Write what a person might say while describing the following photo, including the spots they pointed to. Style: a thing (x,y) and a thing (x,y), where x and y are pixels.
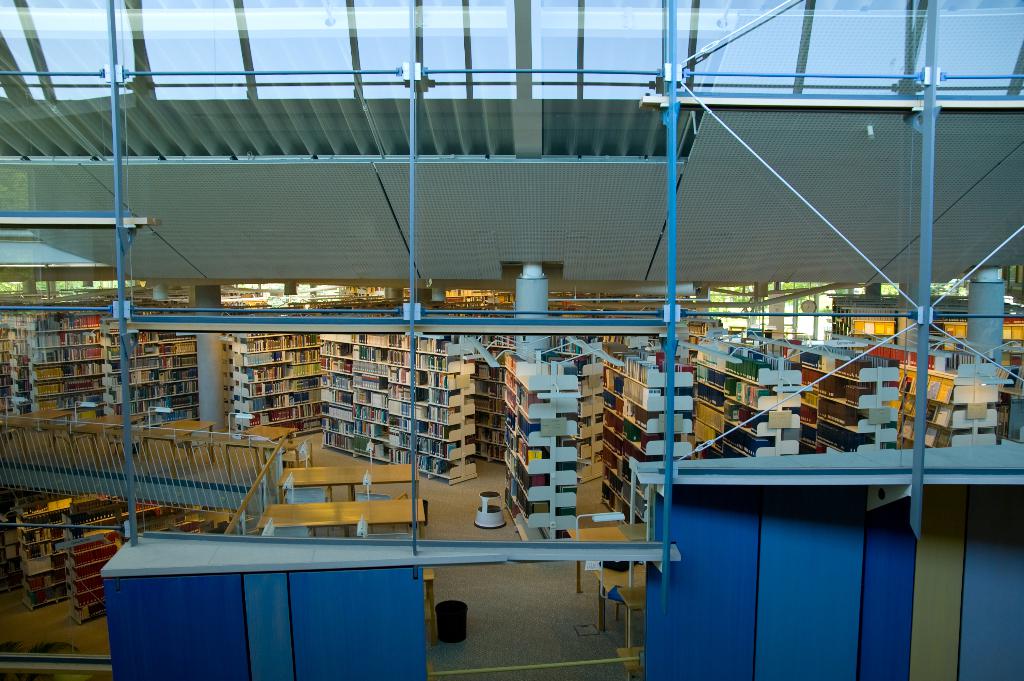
In this picture I can see a number of books (653,415) and the shelves (598,423). I can see tables (345,482).
